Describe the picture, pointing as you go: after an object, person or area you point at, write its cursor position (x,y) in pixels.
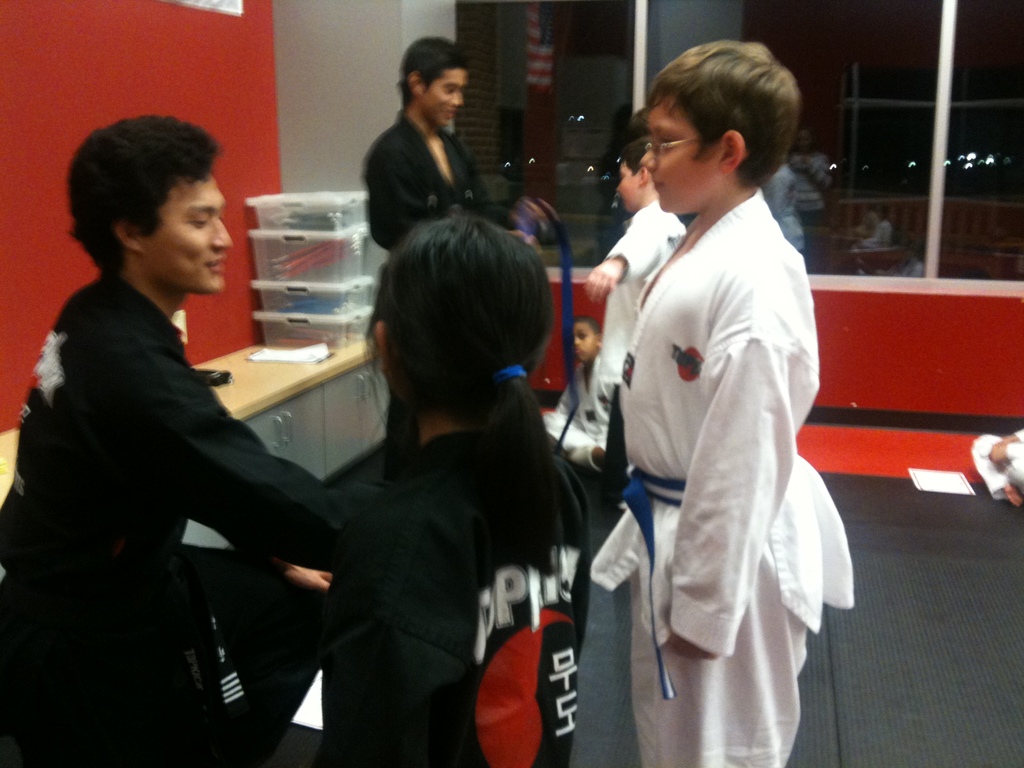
In this picture there are people (412,312) and we can see floor (923,563), objects (346,246) in boxes (338,243) and papers (316,347) on the table (306,373), under the table (318,377) we can see cupboards (316,395). In the background of the image (364,28) we can see wall (364,54) and glass windows (865,101), on the glass windows (881,94) we can see reflection (839,222).
